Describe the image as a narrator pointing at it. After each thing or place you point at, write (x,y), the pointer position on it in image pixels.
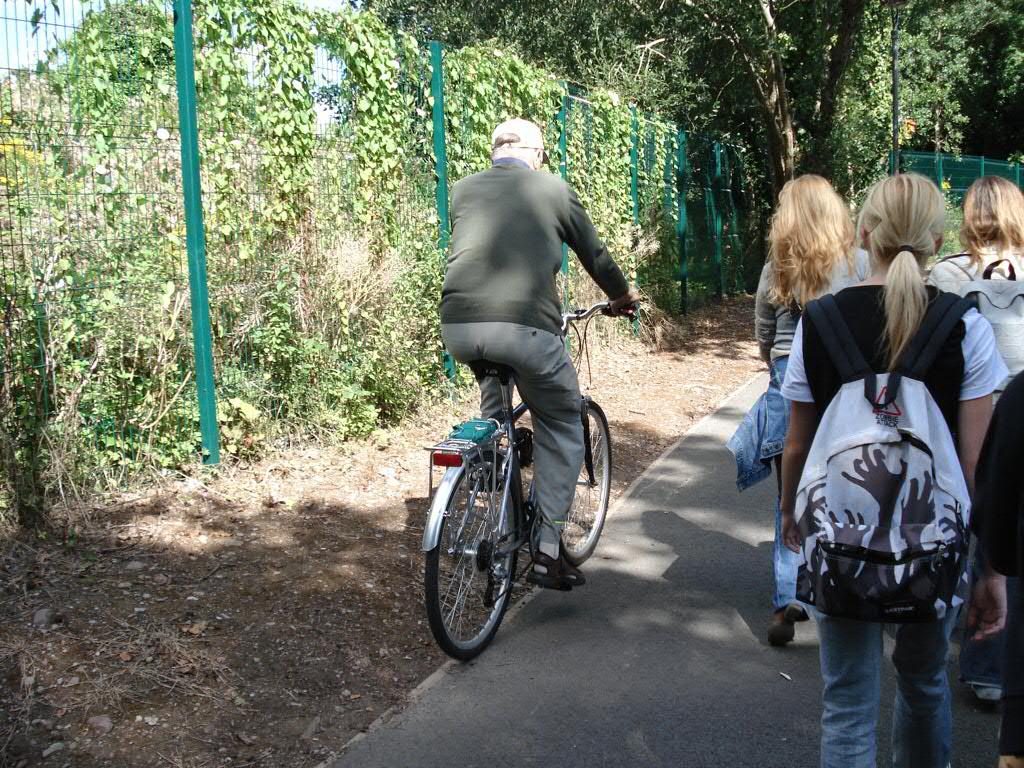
The person (501,168) wearing hat (525,141) is riding bicycle (513,452) and there are group of people (893,324) walking beside him and there are trees (805,108) and a green fence (435,134) on the another side of him.
